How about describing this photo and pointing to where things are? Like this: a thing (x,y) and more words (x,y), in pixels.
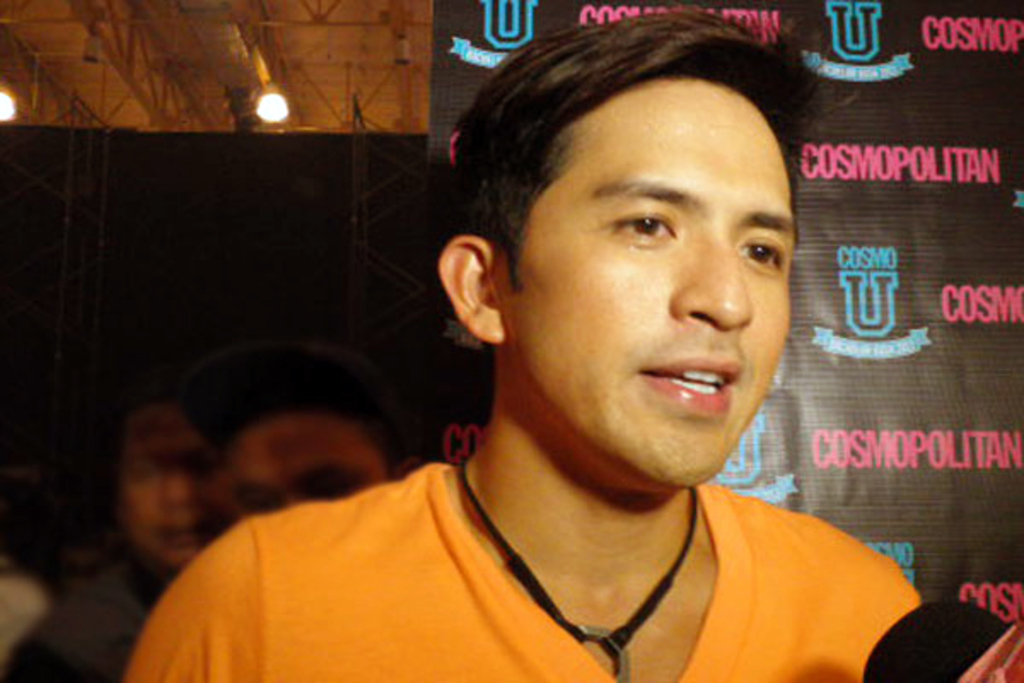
In this image we can see some people (193,503). On the right side of the image (906,655) we can see a microphone (975,664). In the background (1014,315), we can see a banner (870,100) with some text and logos (868,320), metal frames (369,175), poles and some lights (267,107).
